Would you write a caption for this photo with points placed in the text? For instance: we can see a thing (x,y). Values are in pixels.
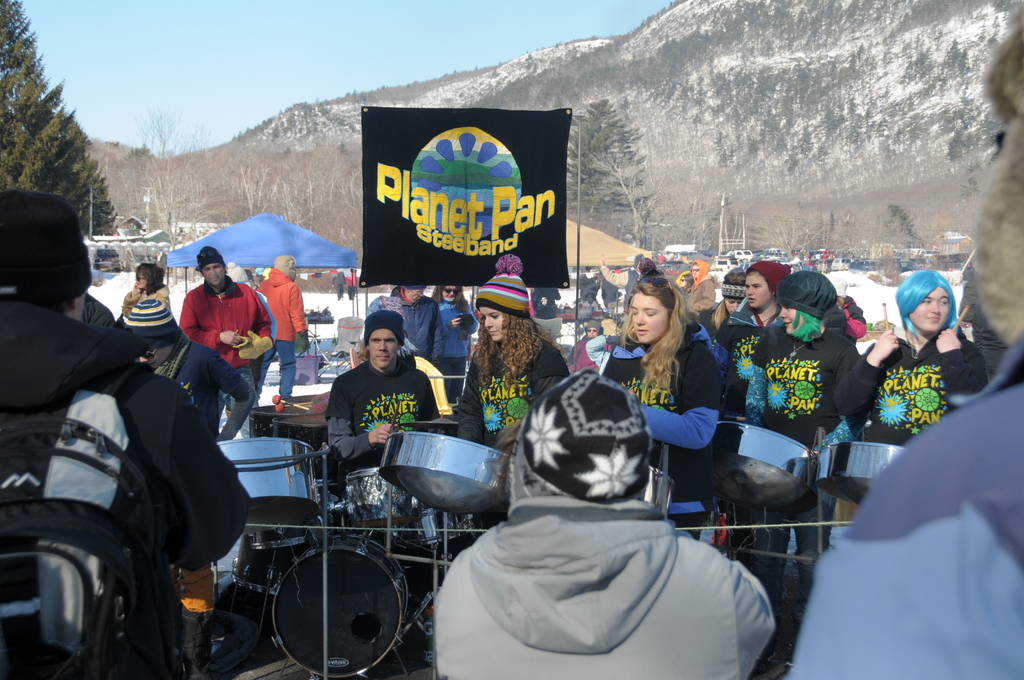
In this image i can see few persons (390,372) some are standing and some are sitting, at the back ground (495,166) i can see a banner (547,163), a tree (593,163), mountain (598,80), sky (444,65).
